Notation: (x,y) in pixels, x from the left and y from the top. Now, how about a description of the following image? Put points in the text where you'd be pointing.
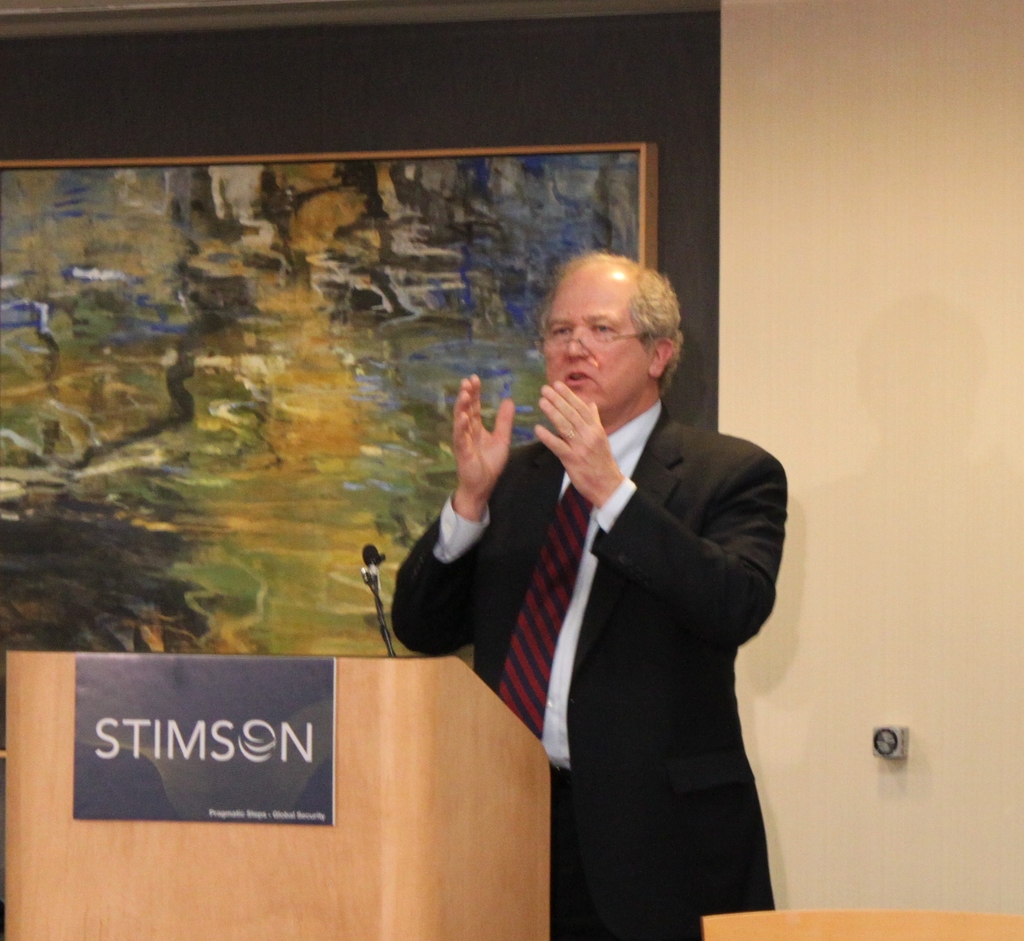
In the image we can see a man (668,780) standing, wearing clothes (662,773), spectacles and the man (568,421) is talking. This is a podium (466,683), microphone (380,574), photo frame (293,404), poster (205,750) and a wall (842,431).
